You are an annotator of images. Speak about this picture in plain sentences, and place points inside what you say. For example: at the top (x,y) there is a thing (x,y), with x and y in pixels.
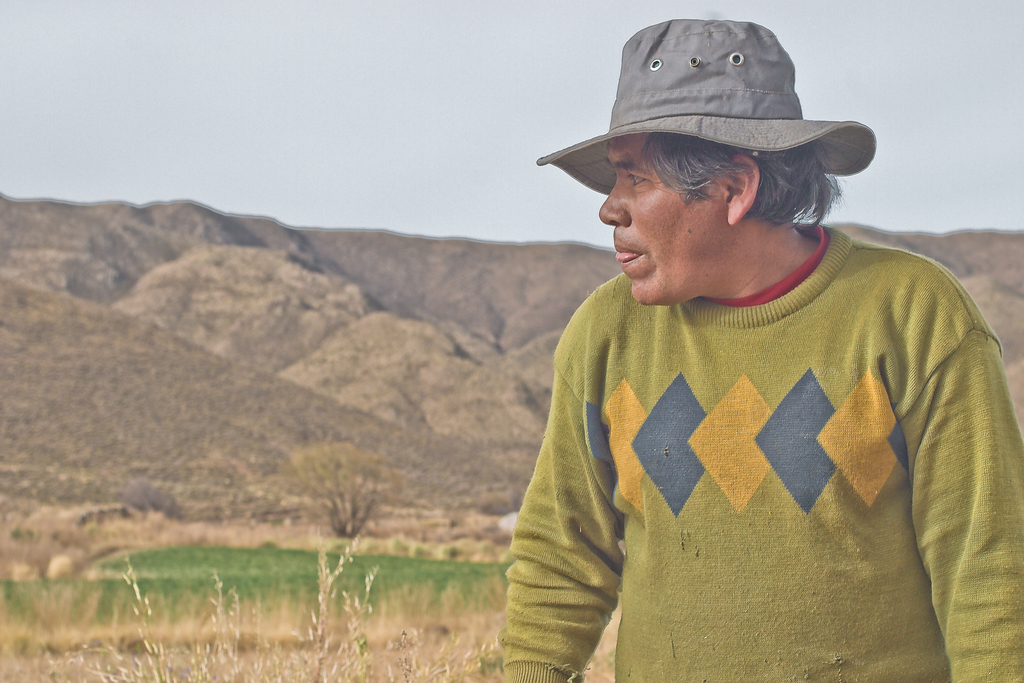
In the picture we can see a man (807,518) with a green color, sweater (966,612) and a hat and looking to the left hand side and behind him we can see dried grass surface (368,638) and far away from it we can see hills (237,402) and behind it we can see a sky (196,160).
